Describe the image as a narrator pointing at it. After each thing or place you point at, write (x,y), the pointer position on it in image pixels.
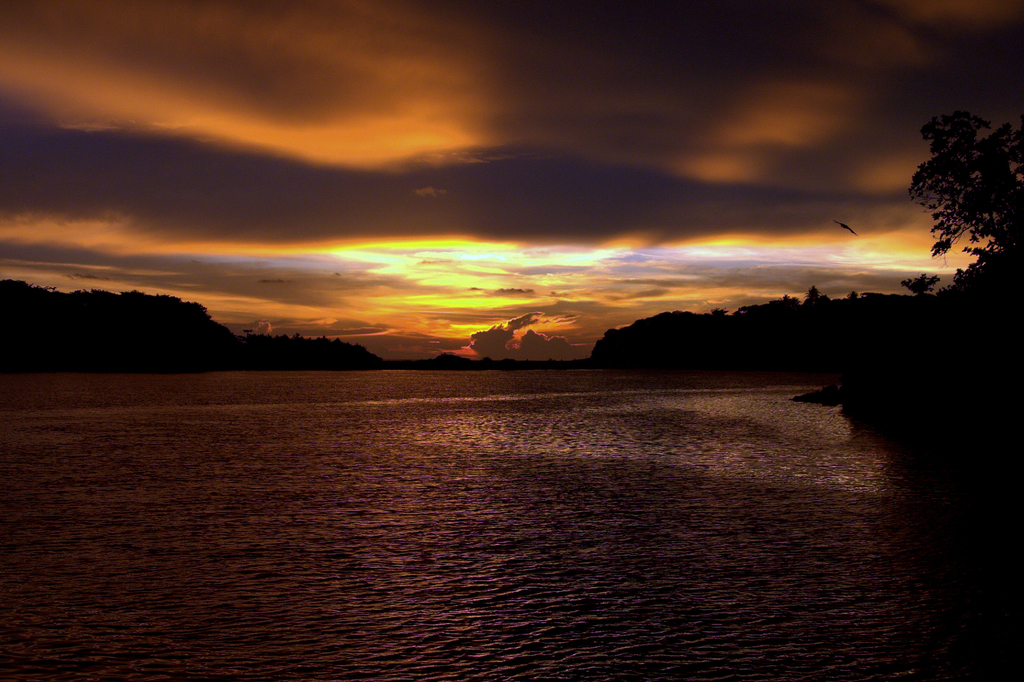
In this image, we can see few mountains (960,355), trees (957,354), cloudy sky (573,228). At the bottom (594,500), there is a sea (473,492).
